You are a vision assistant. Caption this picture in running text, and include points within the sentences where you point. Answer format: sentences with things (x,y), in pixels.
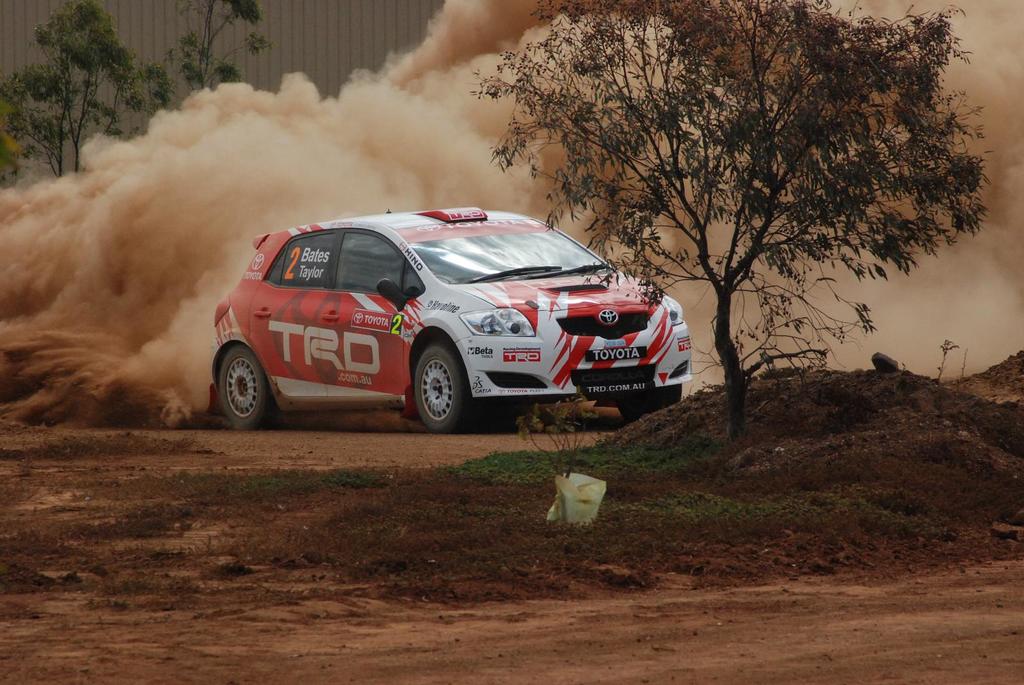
In this picture we can observe a car (403,314) which is in white and red color. We can observe a cover (568,508) on the ground (548,500). There is a tree (712,213) on the right side (831,120). In the background (308,151) we can observe dust (269,173), some trees (74,75) and a wooden wall (298,56) here.
